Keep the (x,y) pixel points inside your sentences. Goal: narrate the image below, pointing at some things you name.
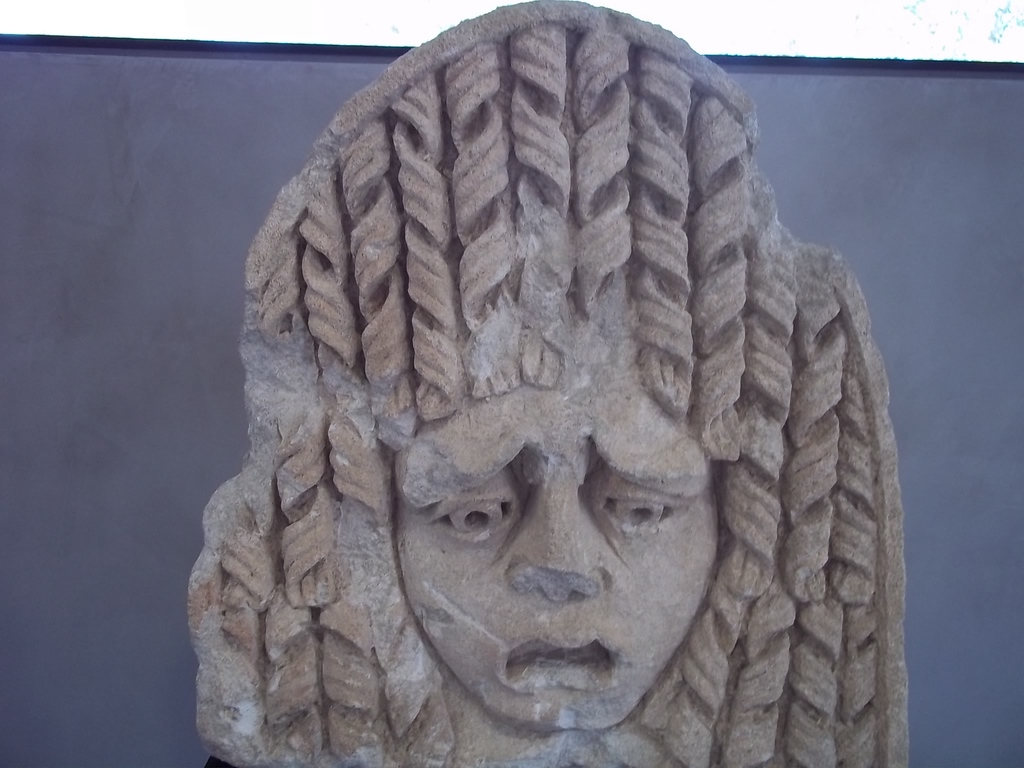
In the center of the image (578,484) we can see a statue (619,479).
